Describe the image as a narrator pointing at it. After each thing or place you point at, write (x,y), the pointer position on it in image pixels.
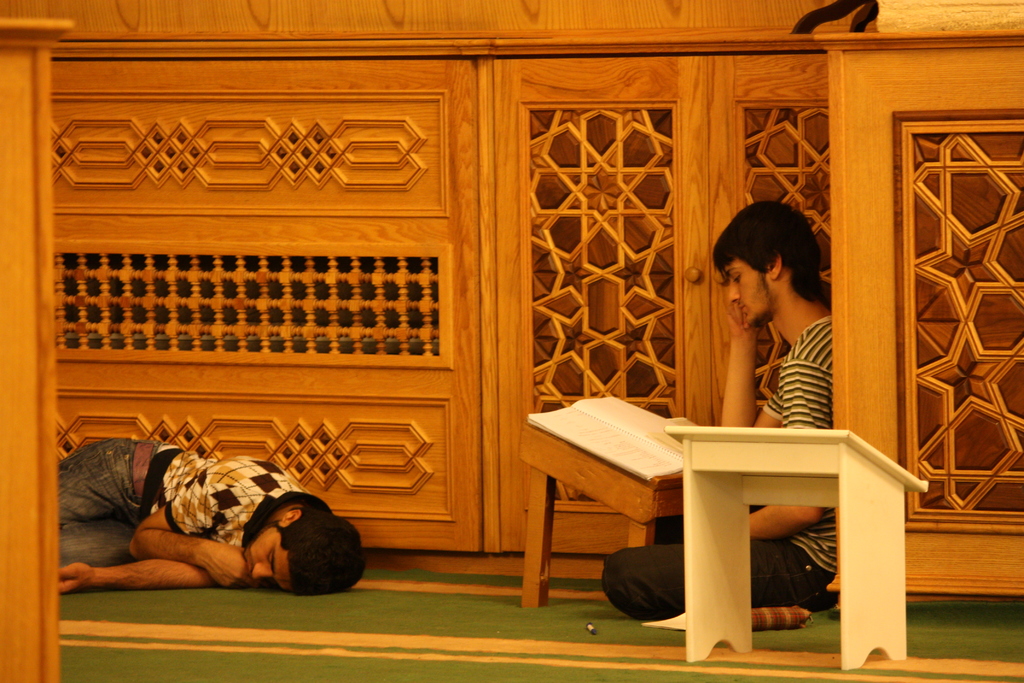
On the right side (887,429), we see a wooden wall (946,483). In the right bottom (761,487), we see a white stool (869,492). Beside that, we see a man (787,377) is sitting on the floor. In front of him, we see a stool (594,479) on which a book (592,430) is placed. I think he is reading the book (623,440). On the left side (178,577), we see a man (196,579) is sleeping on the floor (509,625). At the bottom (531,660), we see a carpet (523,649) in green color. In the background (200,285), we see a wooden wall (597,179).
